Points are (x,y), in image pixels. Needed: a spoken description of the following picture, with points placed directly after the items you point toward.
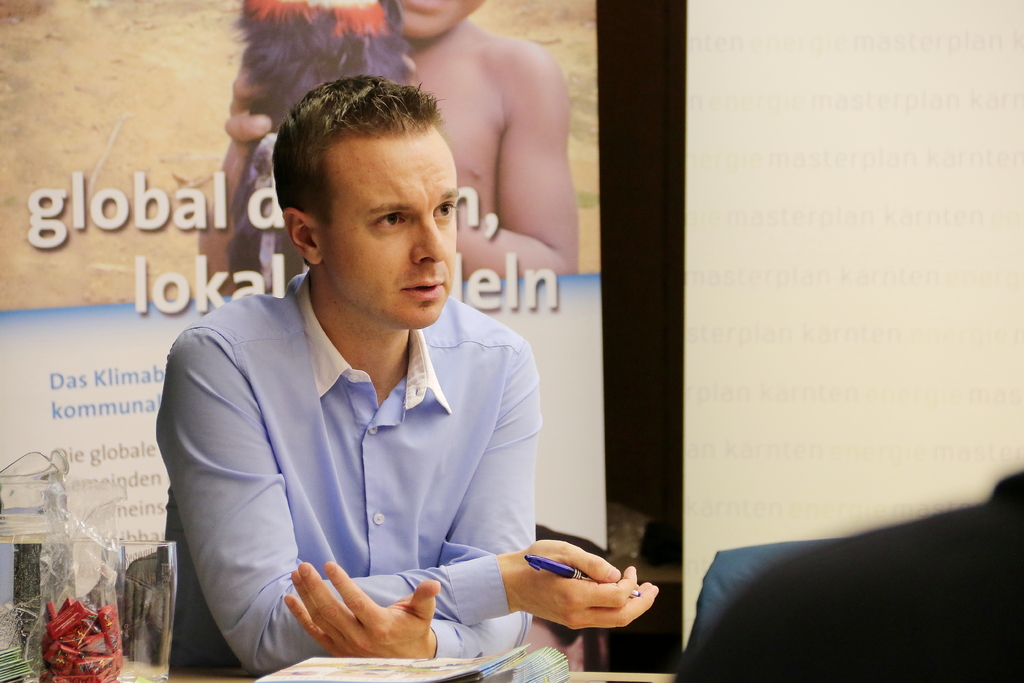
In this image in front (425,450) there is a person (364,460) sitting on the chair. In front of him there is a table (205,682). On top of the table (237,670) there are books (312,670), glass (169,641) and a few other objects (112,583). Behind the person (292,147) there is a board (592,362). On the backside (606,376) there is a wall (871,394).
